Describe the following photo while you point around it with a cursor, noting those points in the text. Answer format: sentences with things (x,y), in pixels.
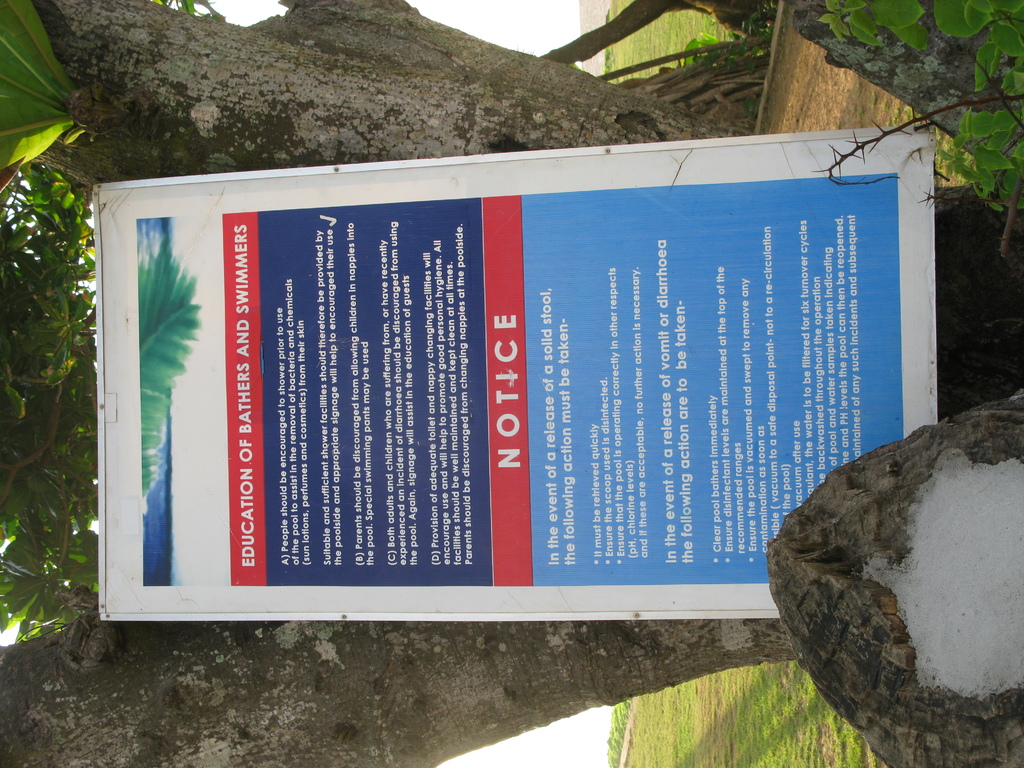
In this image, we can see a board (475,510) in front of the tree (364,658).
